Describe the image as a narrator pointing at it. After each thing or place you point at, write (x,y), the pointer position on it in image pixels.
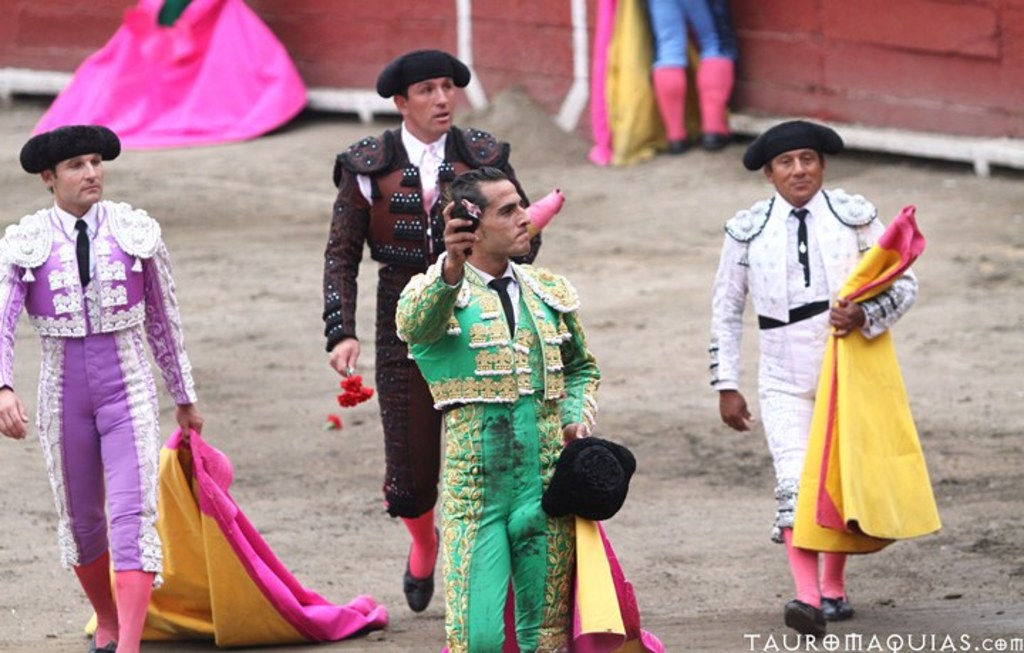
Front we can see four people (512,367). This man (524,459) is holding hat (569,459) and object (467,205). These two people (787,343) are holding clothes (861,511). In-front of this red wall (561,22) we can see person legs (707,65).
